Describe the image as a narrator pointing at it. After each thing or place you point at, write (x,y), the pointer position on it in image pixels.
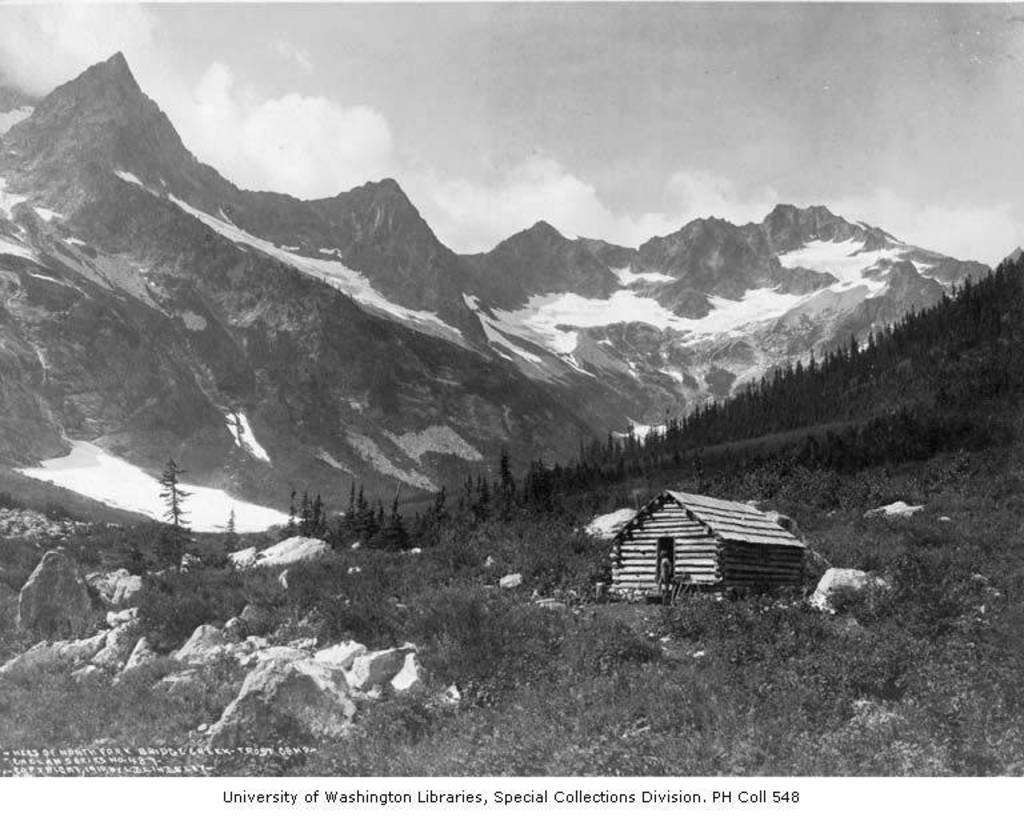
In this image I can see the black and white picture in which I can see few plants (706,635), a house (684,564), a person's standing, few rocks (248,669) and in the background (141,347) I can see few mountains (432,291), some snow (703,324) on the mountains (313,343) and the sky (433,150).
